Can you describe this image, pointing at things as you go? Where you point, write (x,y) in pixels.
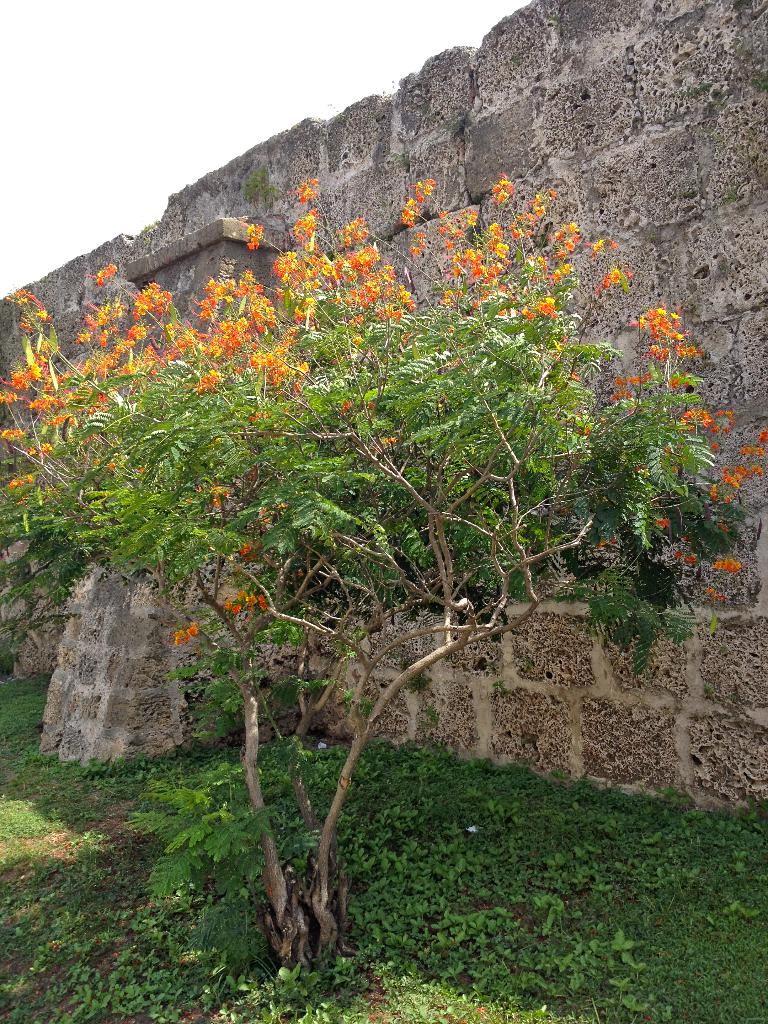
In this picture we can see a tree (152,482) and small plants (356,917) on the ground (378,892). A wall (717,0) is visible from left to right.
